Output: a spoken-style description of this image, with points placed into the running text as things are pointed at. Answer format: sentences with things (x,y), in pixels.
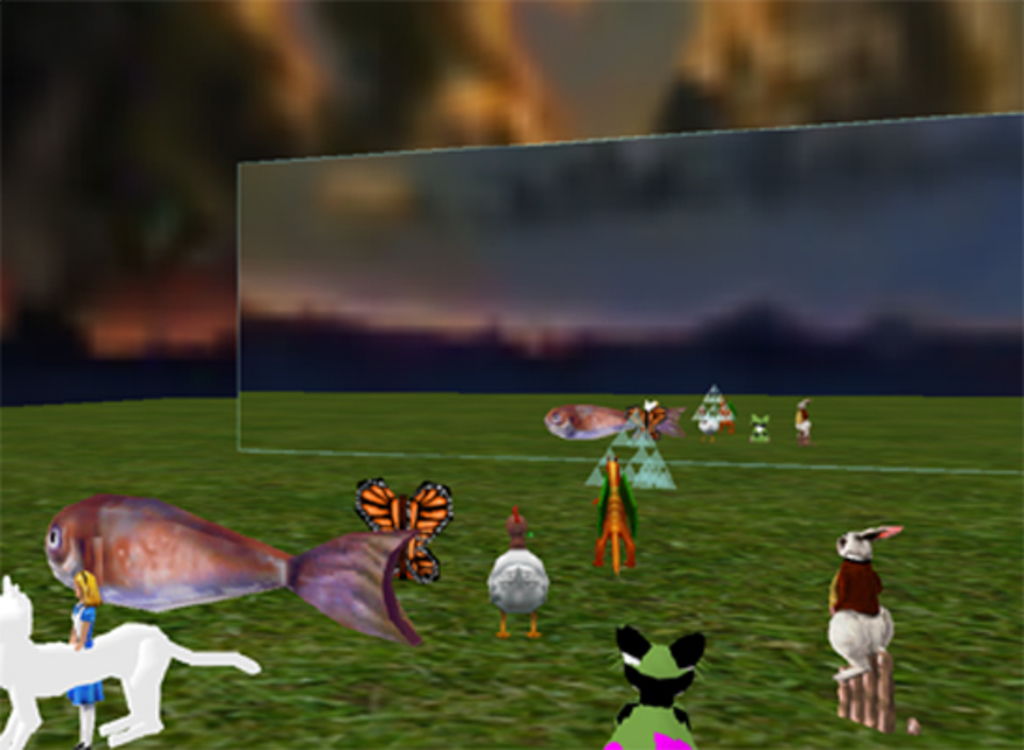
This is an animated picture, in this picture there are various animals (420,538), grass (518,492) and other objects (305,179). The background (179,178) is blurred.
